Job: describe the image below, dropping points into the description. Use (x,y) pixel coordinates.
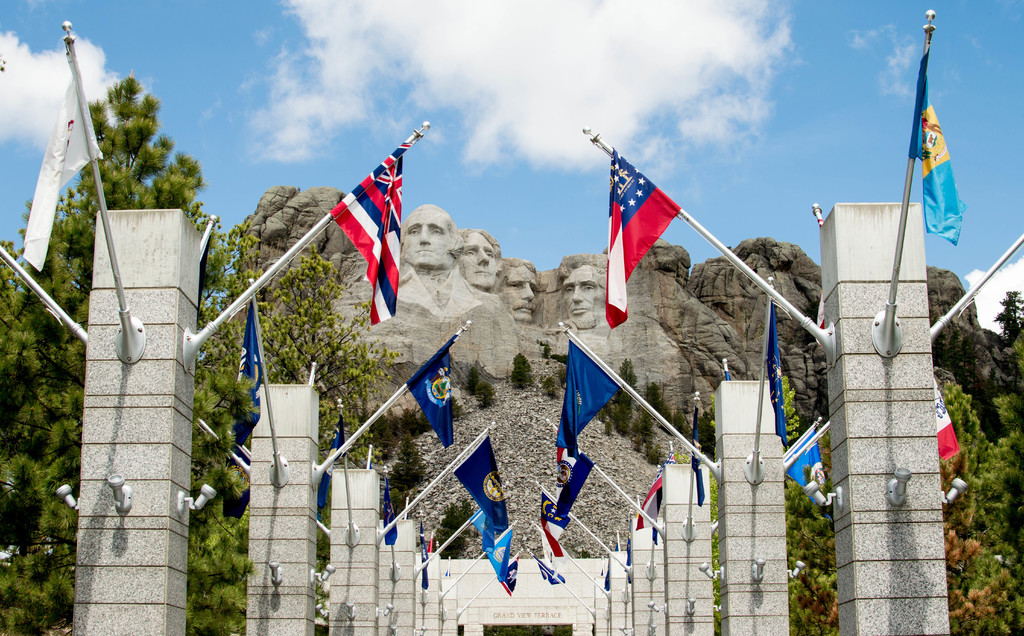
In this picture there are pillars (358,474) in both the sides. On the pillars (143,482) there are flags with the poles (577,337). In the center (476,254), there is a hill (646,377) carved with the statues (505,288). Towards the left (49,352) and right, there are trees (983,512). On the top (358,49), there is a sky (598,103) with clouds (573,116).
